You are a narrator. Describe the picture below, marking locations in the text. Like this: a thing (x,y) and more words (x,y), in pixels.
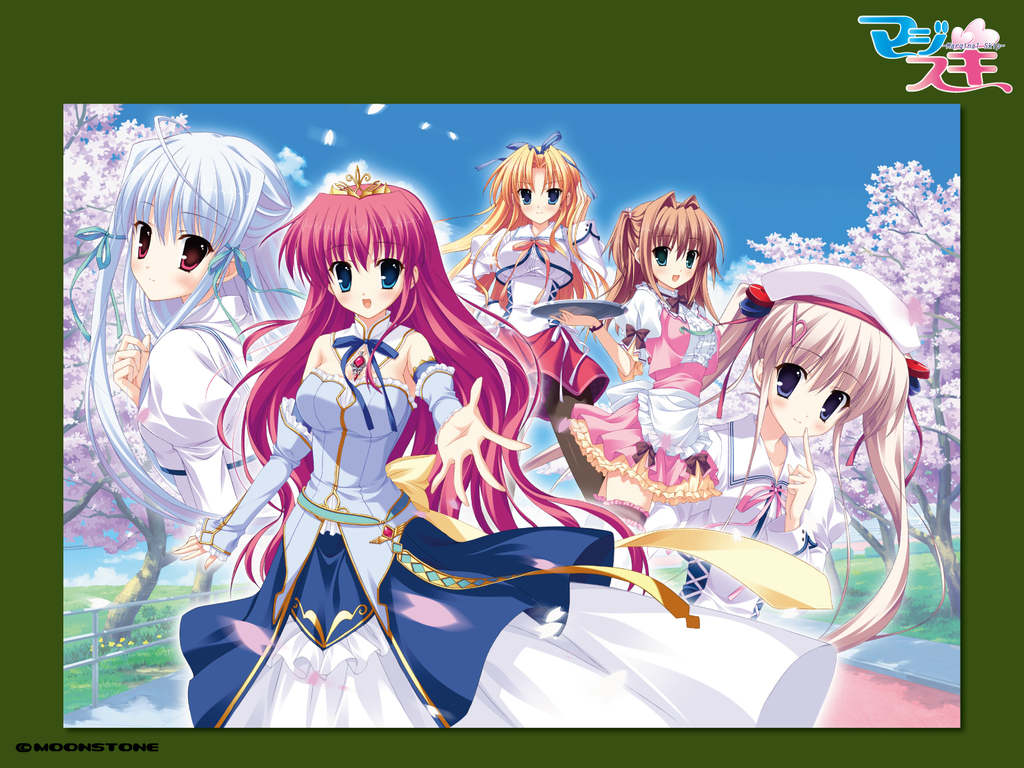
In this picture I can see cartoon character (106,230) of girls (165,157). Here I can see five girls (911,387) in different type of dresses (197,401). In the background (906,178) I can see pink color of trees (893,183) and a blue sky (790,138). I can see one girl (673,339) is holding a plate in her hand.
